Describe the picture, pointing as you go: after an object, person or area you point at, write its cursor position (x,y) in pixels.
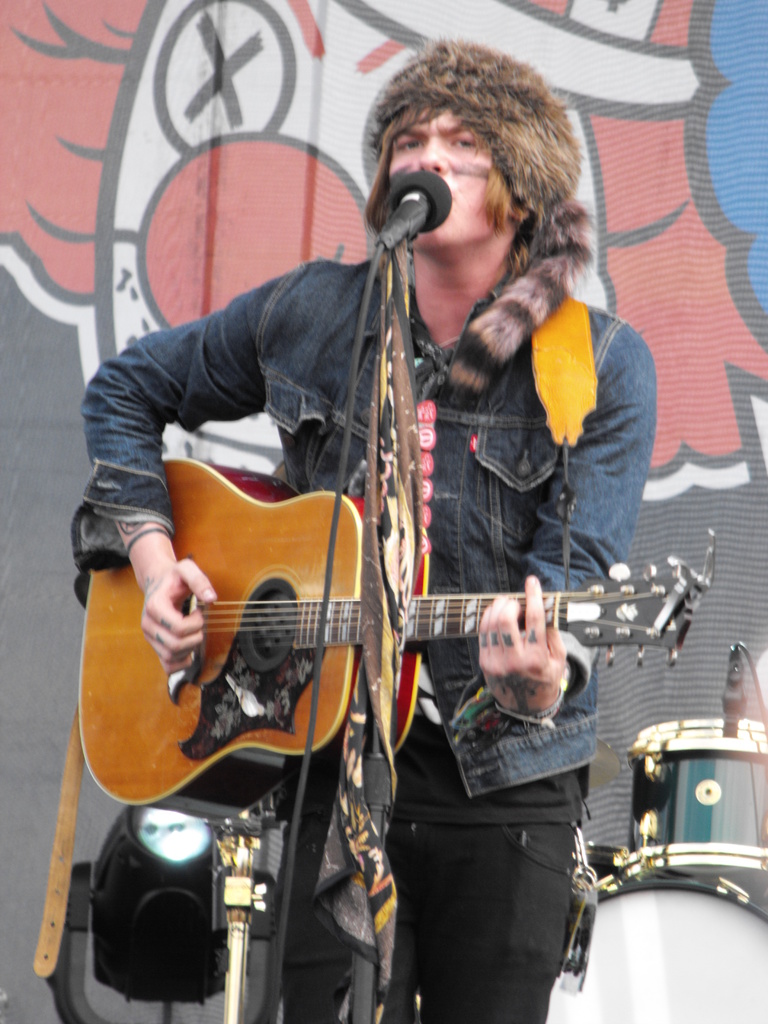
In this image we can see a man (505,228) holding a guitar (270,699) in his hands (177,648) and playing it. There are drums (714,830), lights (180,888) and wall paint (71,575) in the background (305,149).
